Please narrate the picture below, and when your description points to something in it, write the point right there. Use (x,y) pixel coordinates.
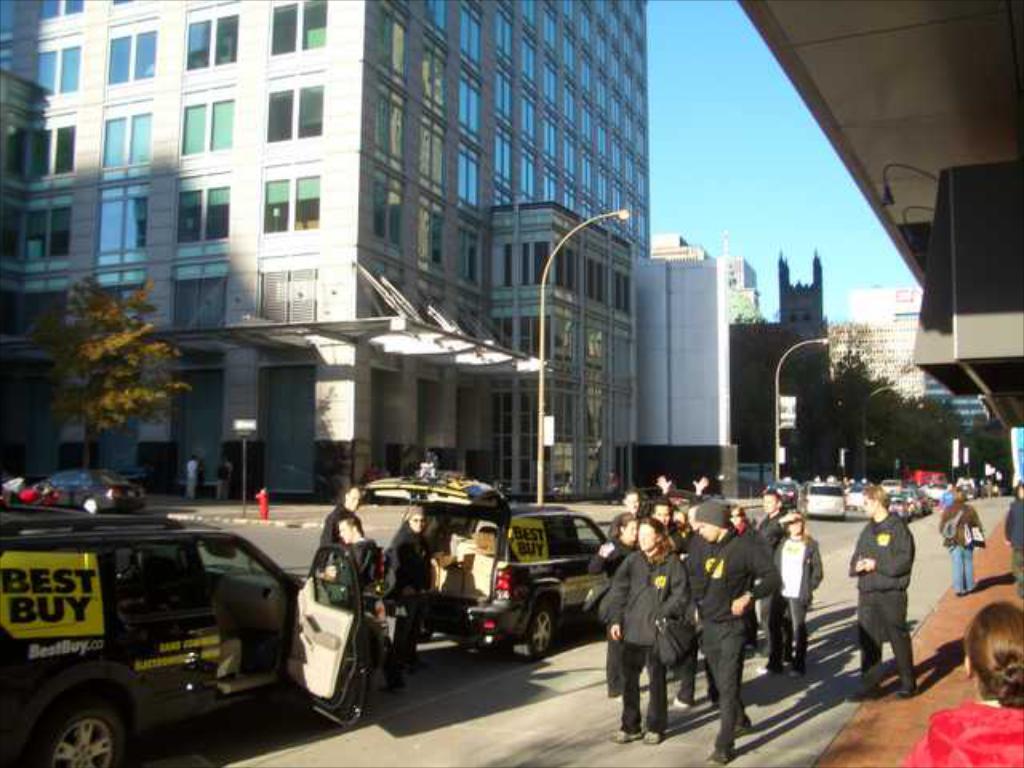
There are people (746,558) and cars (304,640) present on the road (269,548) as we can see at the bottom of this image (392,760). We can see trees (98,360) and buildings (221,366) in the middle of this image (393,366) and the sky (729,200) is in the background (753,161).
